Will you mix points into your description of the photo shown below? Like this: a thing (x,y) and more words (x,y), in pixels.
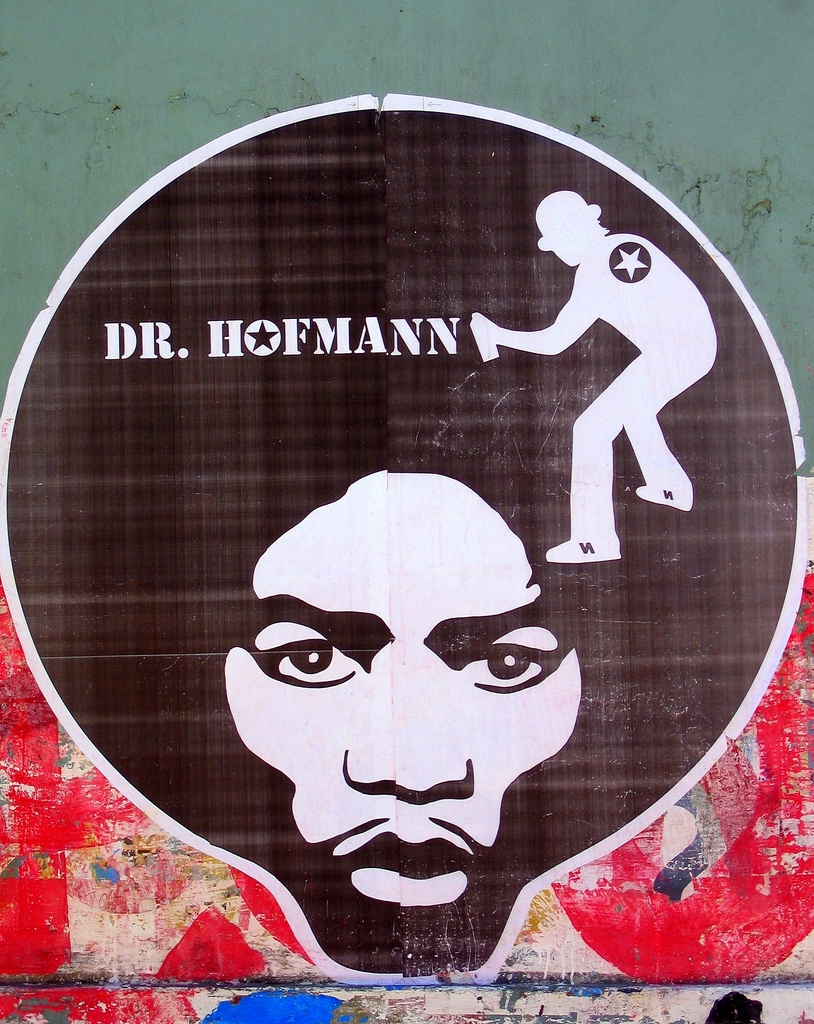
In this image we can see one wall (28,470) with painting (439,107), some text (440,334) and images (329,176) on the wall (78,122). There is one person face (490,837) and one person (584,269) holding an object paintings (605,365) on the wall (89,1017).
